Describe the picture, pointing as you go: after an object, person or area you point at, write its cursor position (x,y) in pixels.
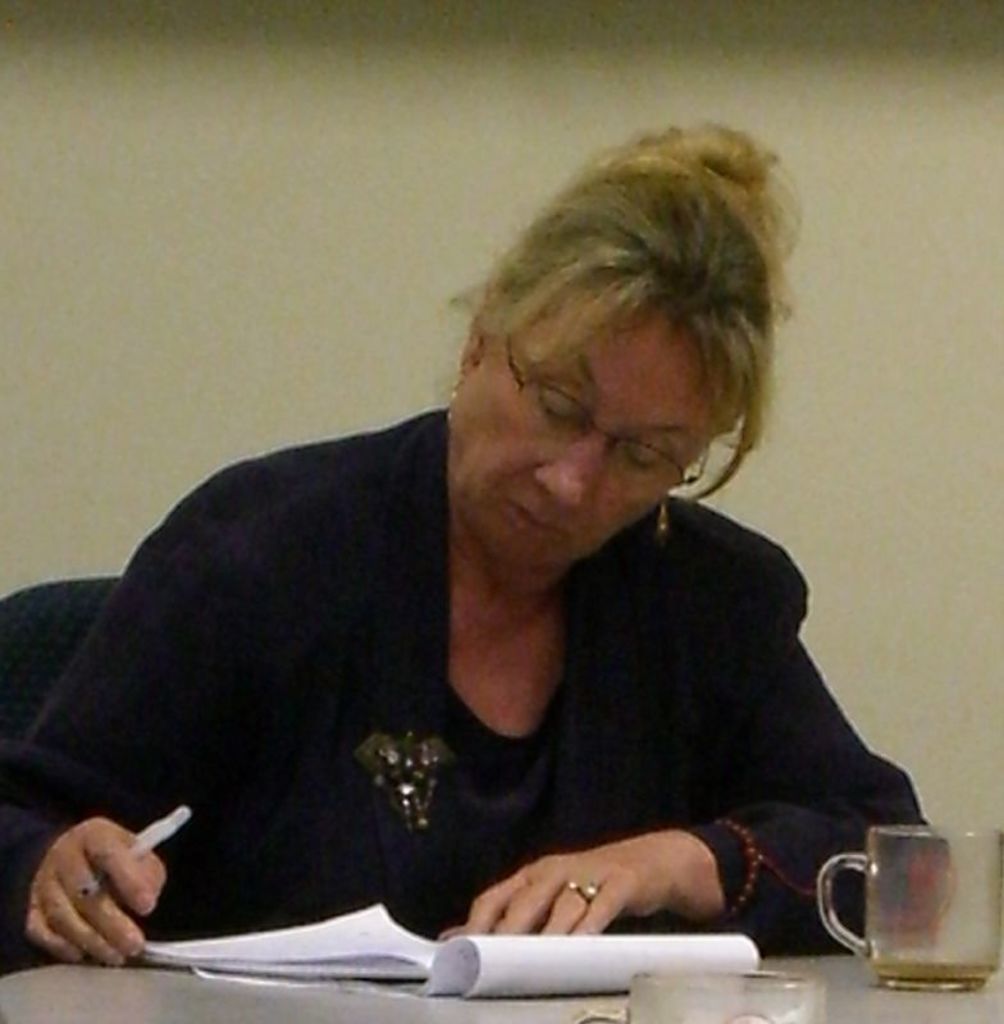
This woman (637,812) is sitting on chair (16,642). In-front of this woman (401,859) there is a table (940,997), on a table (940,997) there is a book (404,959) and cup (915,918). This woman (703,768) wore black jacket (329,652) and holds pen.
